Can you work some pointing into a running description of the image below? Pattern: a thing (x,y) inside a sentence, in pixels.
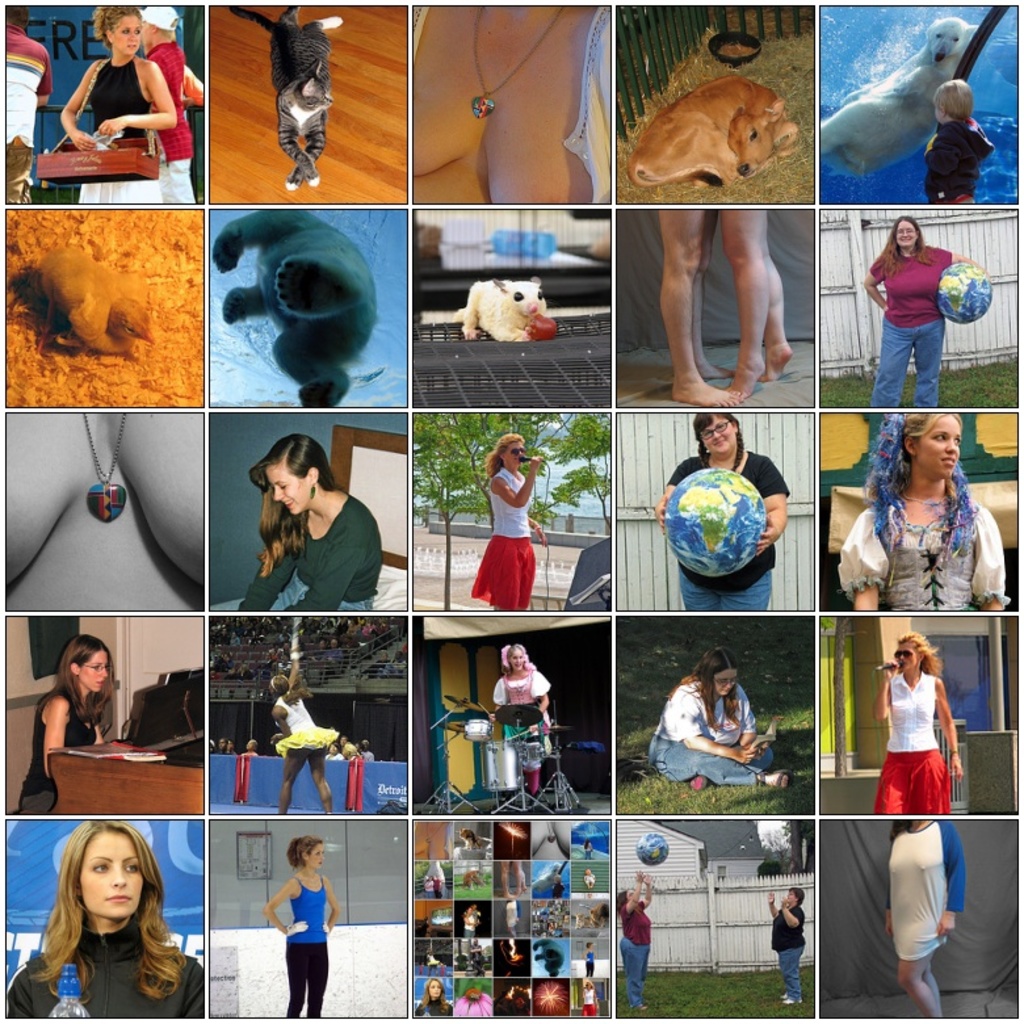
In this image, there is a collage of photos where we can see persons (158,106), animals (117,286) and lockets (100,505).
